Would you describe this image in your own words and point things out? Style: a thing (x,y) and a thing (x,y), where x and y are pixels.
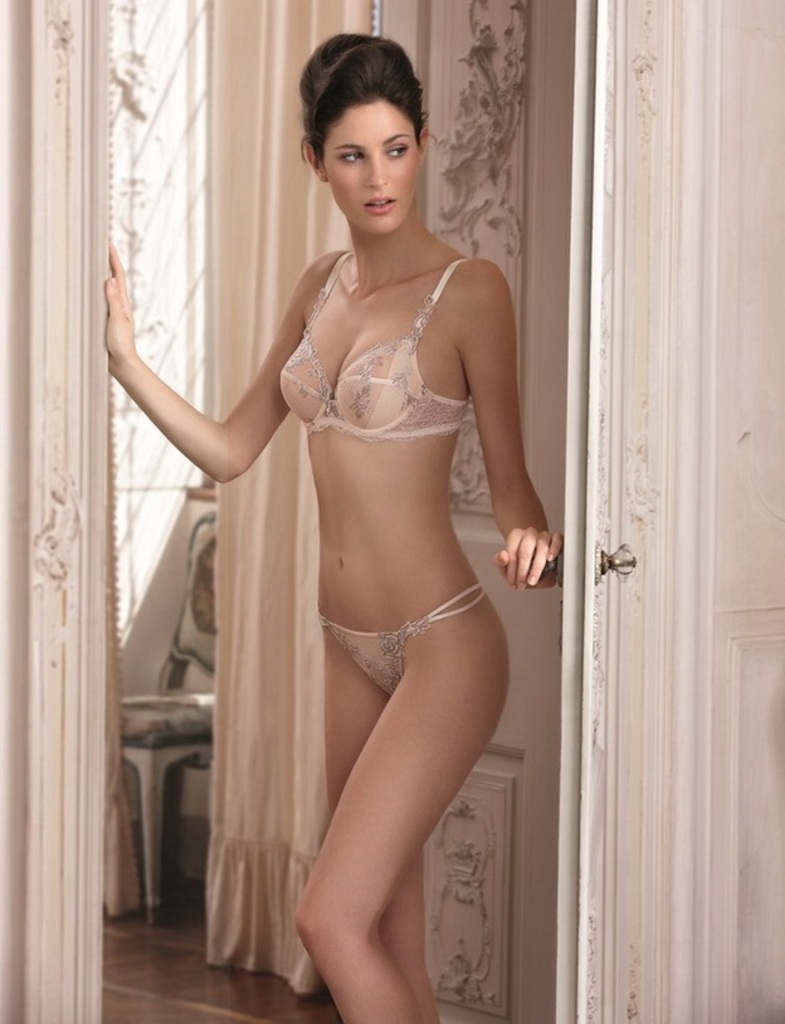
In the image we can see a woman (326,485) standing, wearing underwears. Here we can see the door (515,671), floor (152,982), chair (163,716) and curtains (228,663).
